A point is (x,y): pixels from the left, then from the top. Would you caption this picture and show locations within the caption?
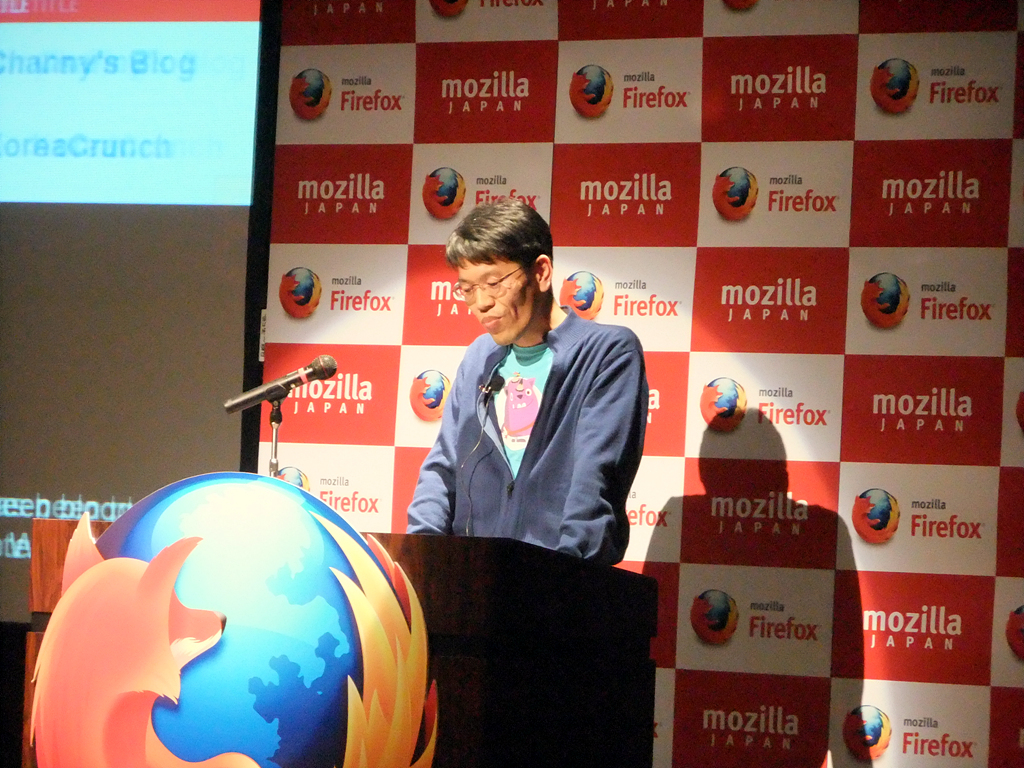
In this image, I can see a person (534,441) standing. In front of the person (528,454), I can see a logo (271,539) and a mike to a podium (504,592). In the background (771,172), there is a screen (12,386) and a board (485,171) with words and logos (833,201).
